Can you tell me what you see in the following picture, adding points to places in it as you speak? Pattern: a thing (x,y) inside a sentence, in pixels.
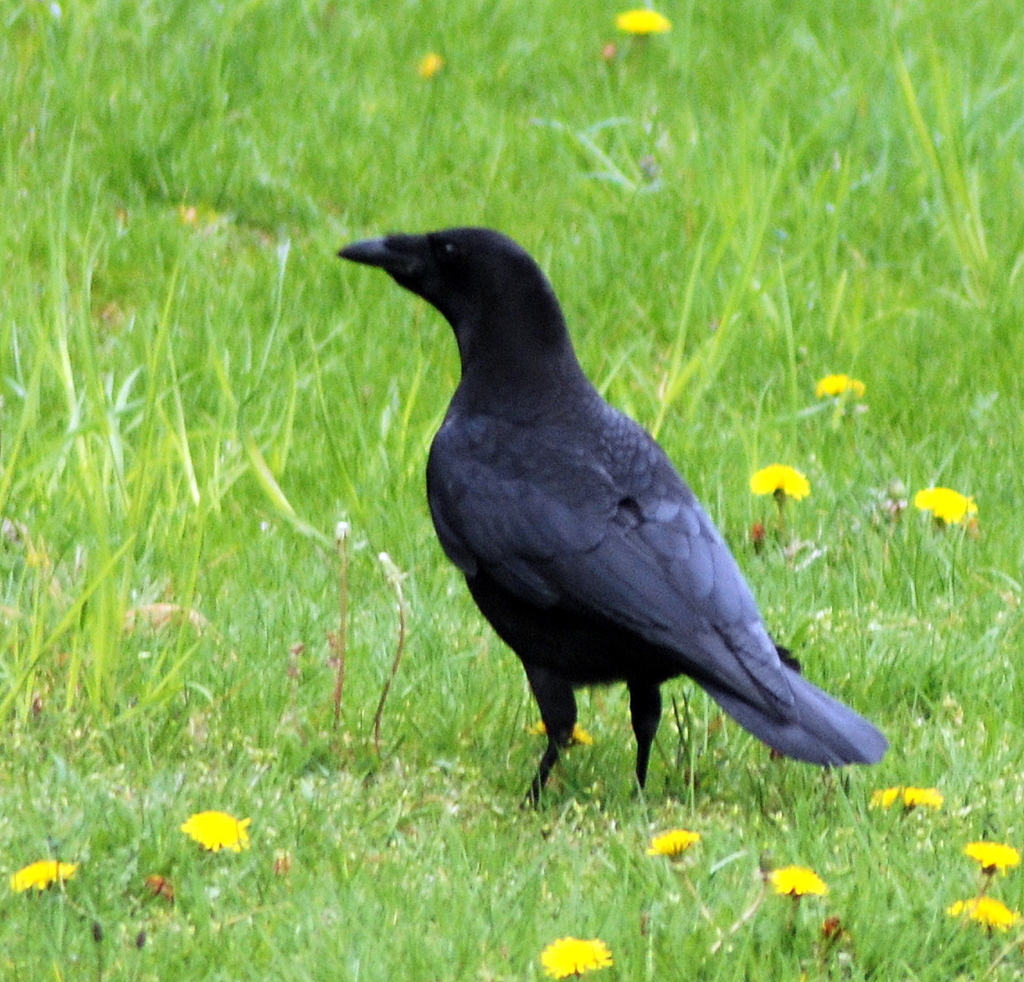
In this image there is a crow (440,465) standing on the ground (453,734). At the bottom (432,827) there are yellow color flowers (886,800) and grass (392,939).
